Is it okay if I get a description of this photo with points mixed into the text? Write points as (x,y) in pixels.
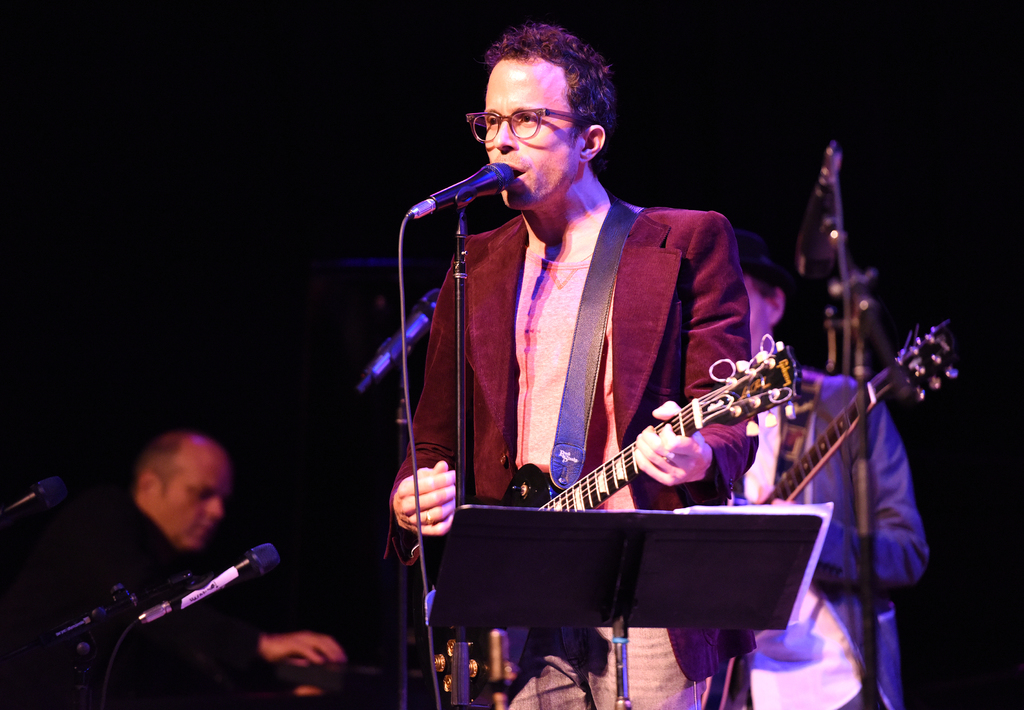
In this picture we can see three people (140,567) where two are holding guitars (725,397) with their hands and standing and in front of them we can see mics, stand (500,550), paper (794,609) and in the background (839,109) it is dark.
